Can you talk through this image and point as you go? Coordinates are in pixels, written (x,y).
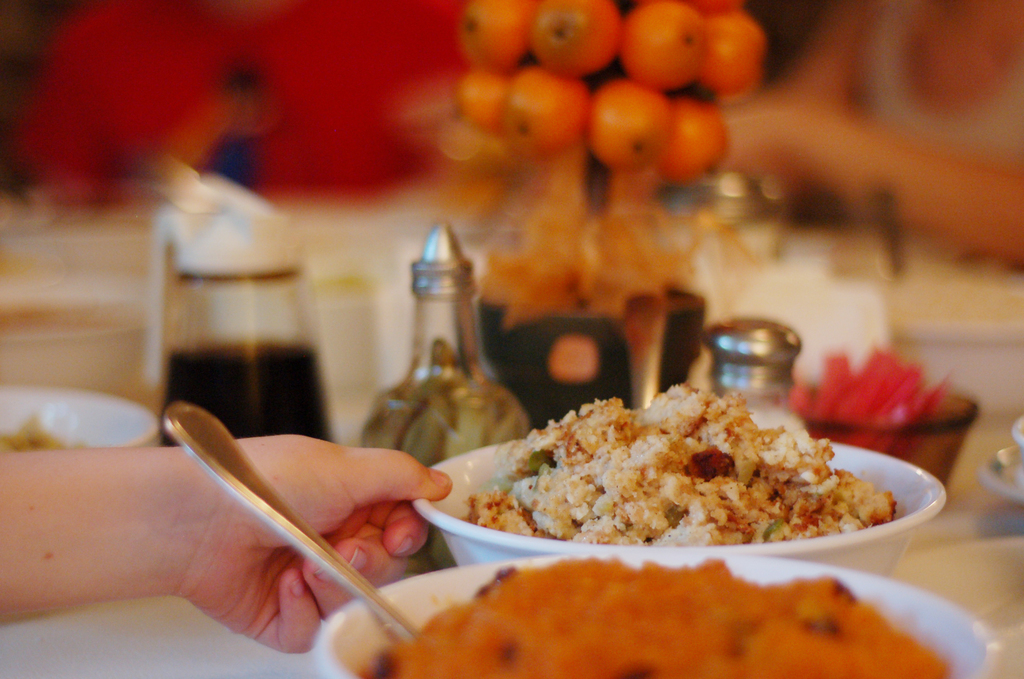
In this image we can see a person's hand (221,500), there are some food items (626,467) in the bowls (772,546), spoon (179,421), jar (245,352), bottles (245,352), house plants (584,288), all those are on the table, also we can able to see some other objects (359,356) on it, and the background (357,140) is blurred.
